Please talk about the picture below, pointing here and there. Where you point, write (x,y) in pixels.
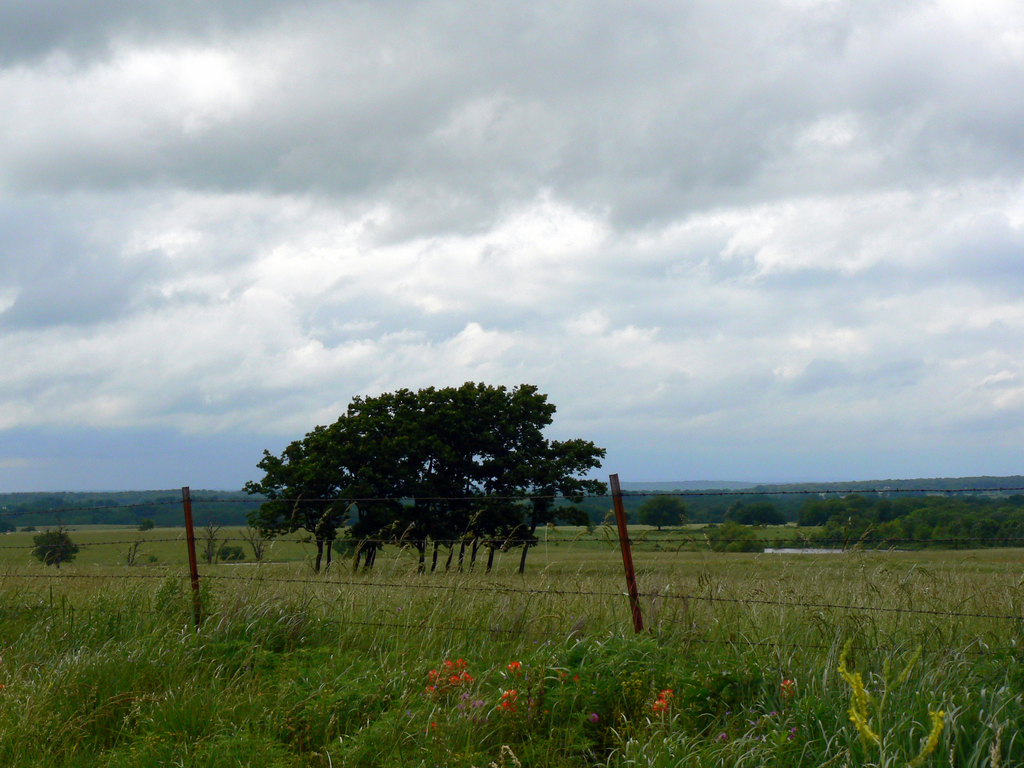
In this image there is grass (400,676) on the ground (321,677). Behind it there is a fencing (598,495). Behind the fencing (617,502) there are trees (540,500). In the background (874,482) there are mountains (834,493). At the top (429,204) there is the sky (395,199).
